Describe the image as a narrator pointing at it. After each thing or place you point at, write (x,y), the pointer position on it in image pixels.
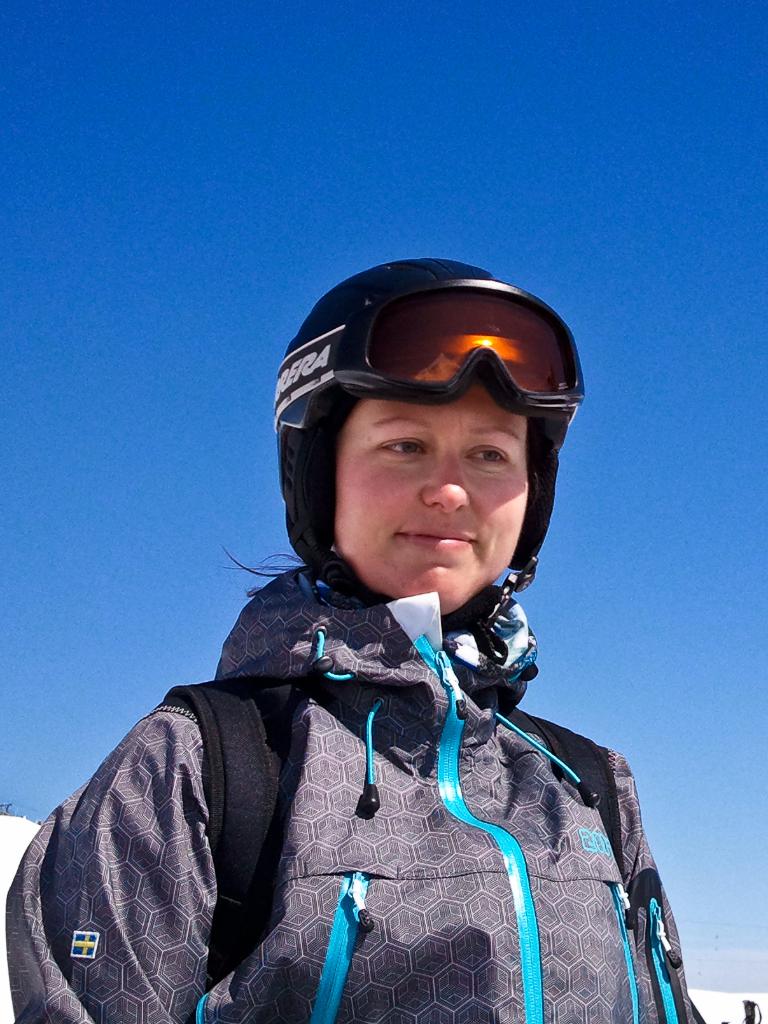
In this picture we can see a woman (303,954) wearing helmet (333,407) and she is wearing a bag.
